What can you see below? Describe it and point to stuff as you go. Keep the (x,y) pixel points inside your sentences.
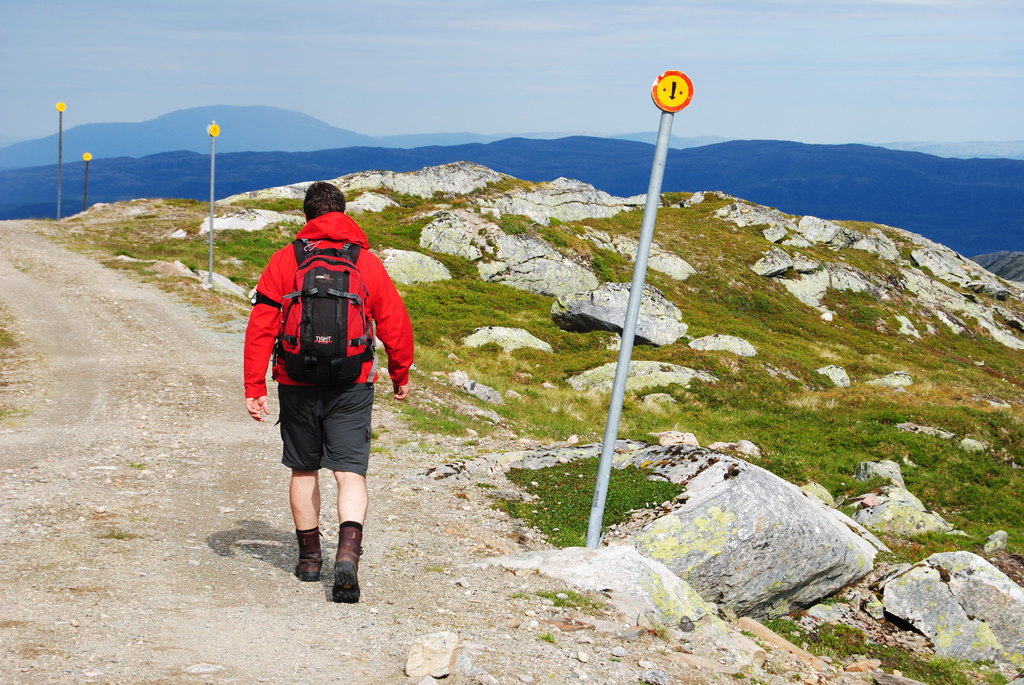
In this image i can see a person (308,495) walking on road (199,432) at the background (198,174) i can see mountain (149,169), pole (212,234), and sky (106,71).
